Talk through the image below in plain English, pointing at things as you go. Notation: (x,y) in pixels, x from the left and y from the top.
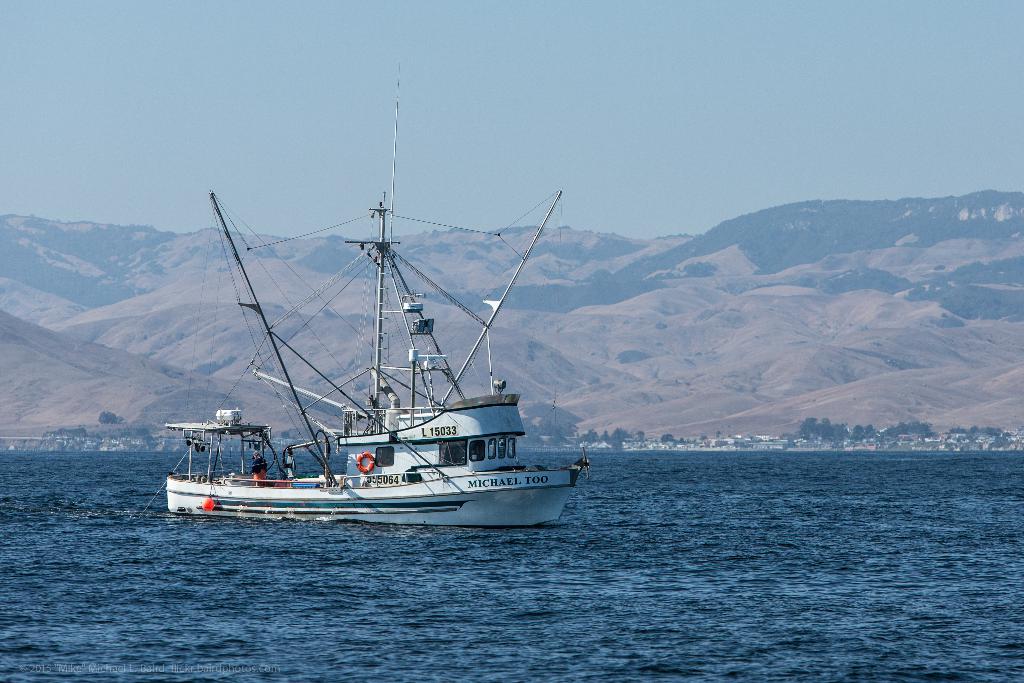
In this image in the center (408,455) there is a ship (489,461), and at the bottom (194,532) there is a river (823,589) and in the background (16,443) there are some houses (858,448) and trees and mountains (752,276) and in the ship (292,494) there are some poles (334,477) and some people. At the top of there is sky (495,159).
